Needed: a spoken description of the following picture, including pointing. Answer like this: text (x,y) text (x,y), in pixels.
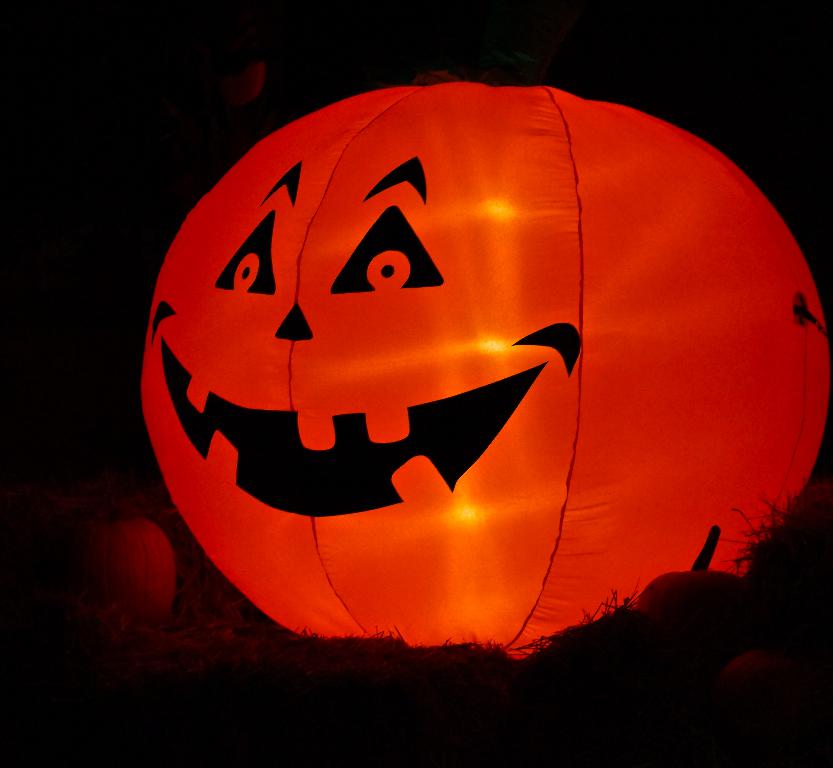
This picture is very dark, we can see red pumpkin (641,346) with lights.
